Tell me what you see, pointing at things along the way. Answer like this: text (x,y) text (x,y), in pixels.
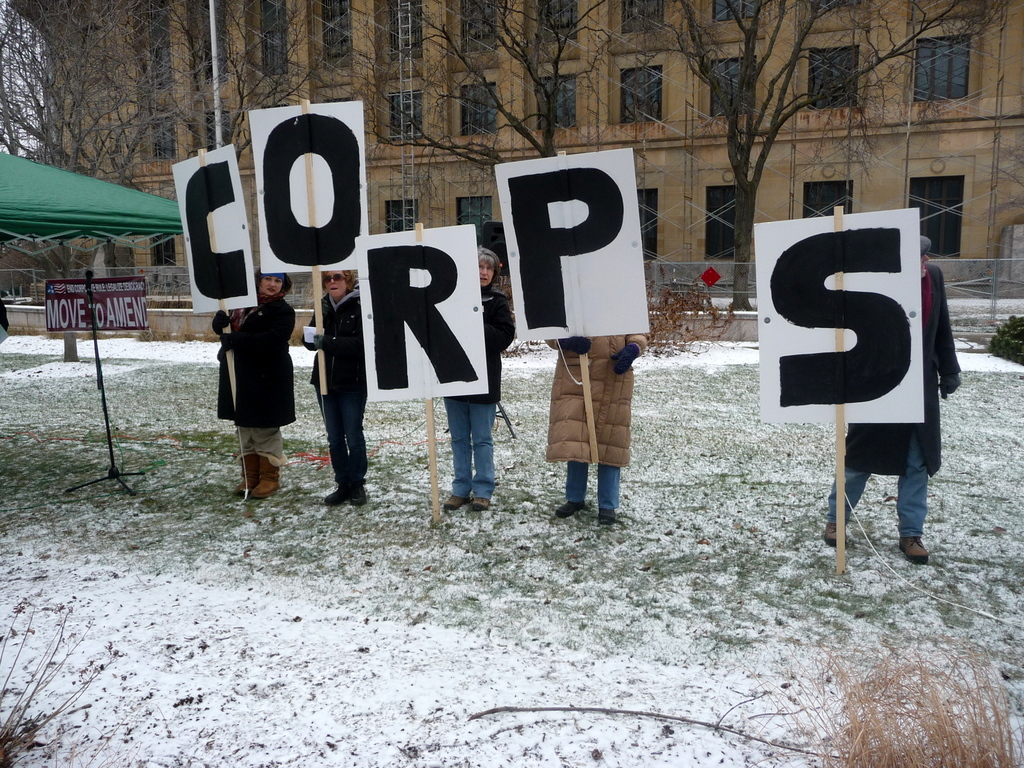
In this image we can see few persons (350,355) are standing on the ground (508,587) and holding boards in their hands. On the left side (15,185) we can see a tent (12,177), board (121,327) on a pole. In the background (273,13) there are trees (77,104), pole (212,54), ladder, building (322,21), windows (482,33), sky (19,98) and other objects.
